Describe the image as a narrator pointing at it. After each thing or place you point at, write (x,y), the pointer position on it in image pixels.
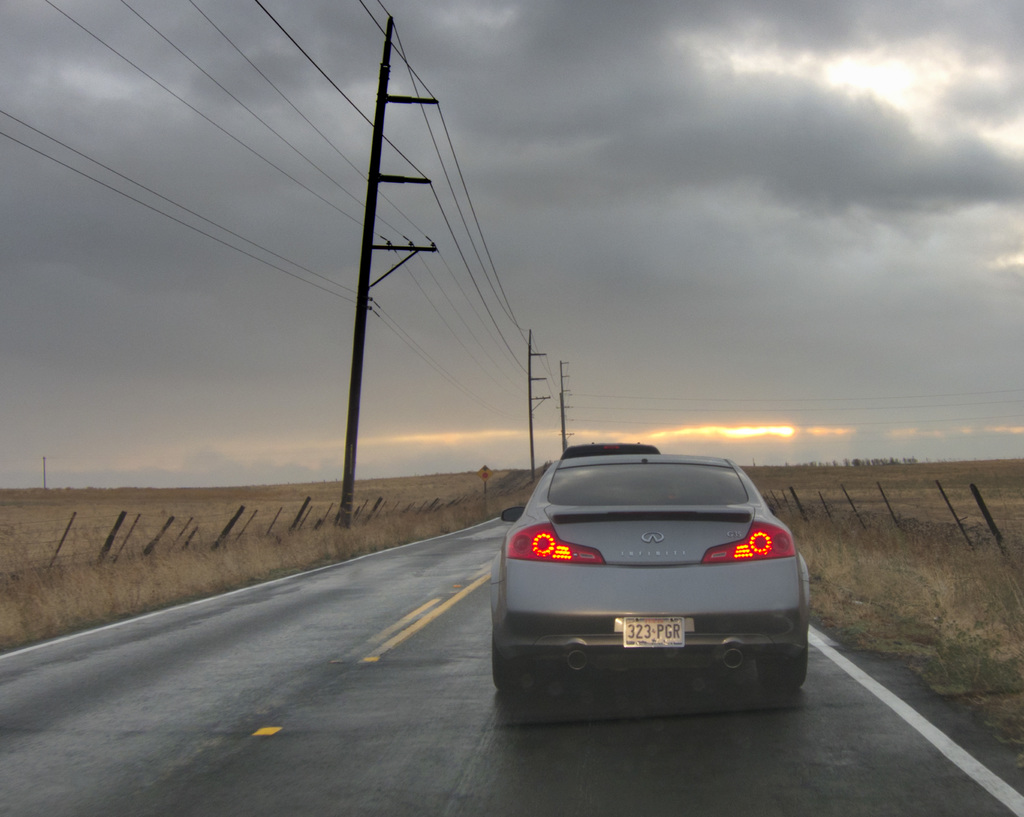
In this picture we can see a car (695,531) on the road (557,726), grass (1004,540), poles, wires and board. In the background of the image (814,256) we can see the sky (825,237) with clouds (722,193).
